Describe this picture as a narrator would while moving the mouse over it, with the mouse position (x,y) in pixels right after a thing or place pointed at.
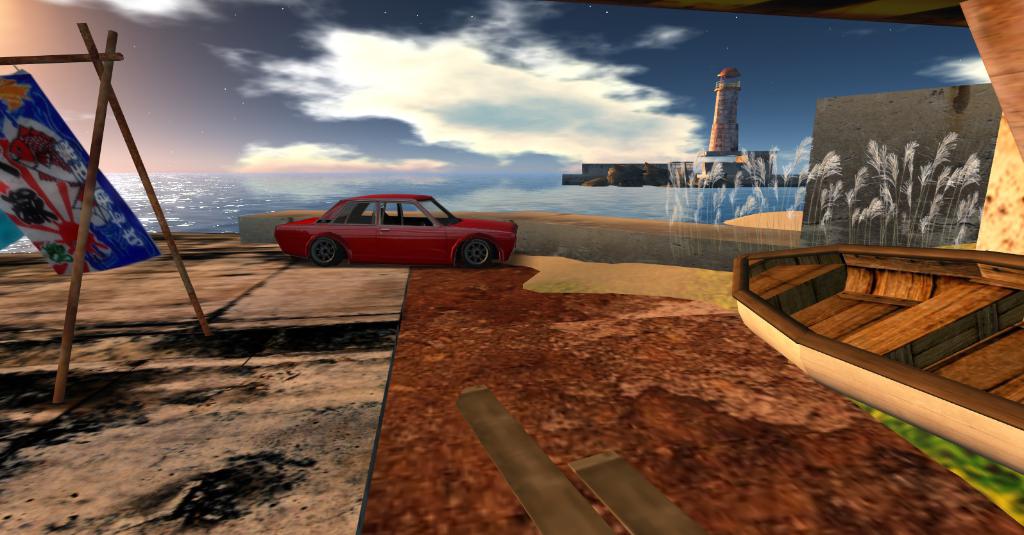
This is an animated picture. Here we can see a car (476,265), banner (112,238), wooden sticks (77,249), boat (827,333), and water (609,199). There is a tower (716,139). In the background (379,117) there is sky (524,44) with clouds (948,60).
